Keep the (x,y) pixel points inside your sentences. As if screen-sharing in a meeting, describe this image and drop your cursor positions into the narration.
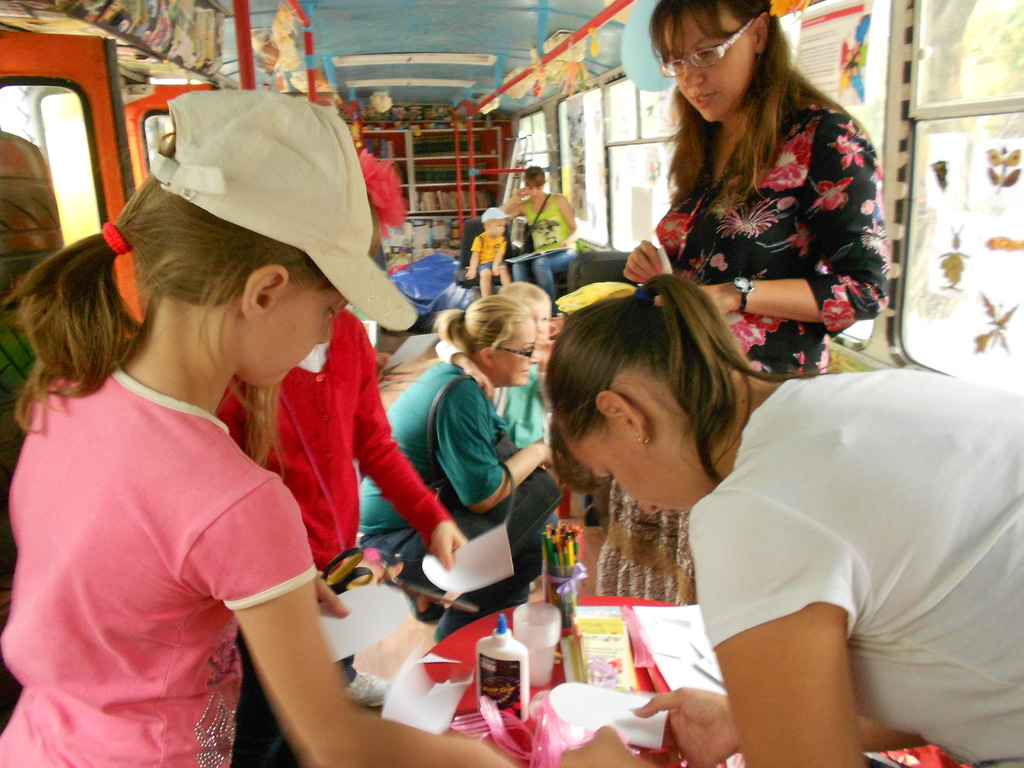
In the image we can see there are many people (586,370) wearing clothes (329,358), some of them are wearing cap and goggles (693,54). This is a wristwatch (746,284), scissor (350,564), paper (442,575), glue (481,655), glass (529,647), color pencils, window (948,318), poster (824,57), pole (470,135) and other objects (522,551). We can even see there are people (440,340) sitting and some of them are standing. This is a floor (382,654) and this is a table (475,649).
